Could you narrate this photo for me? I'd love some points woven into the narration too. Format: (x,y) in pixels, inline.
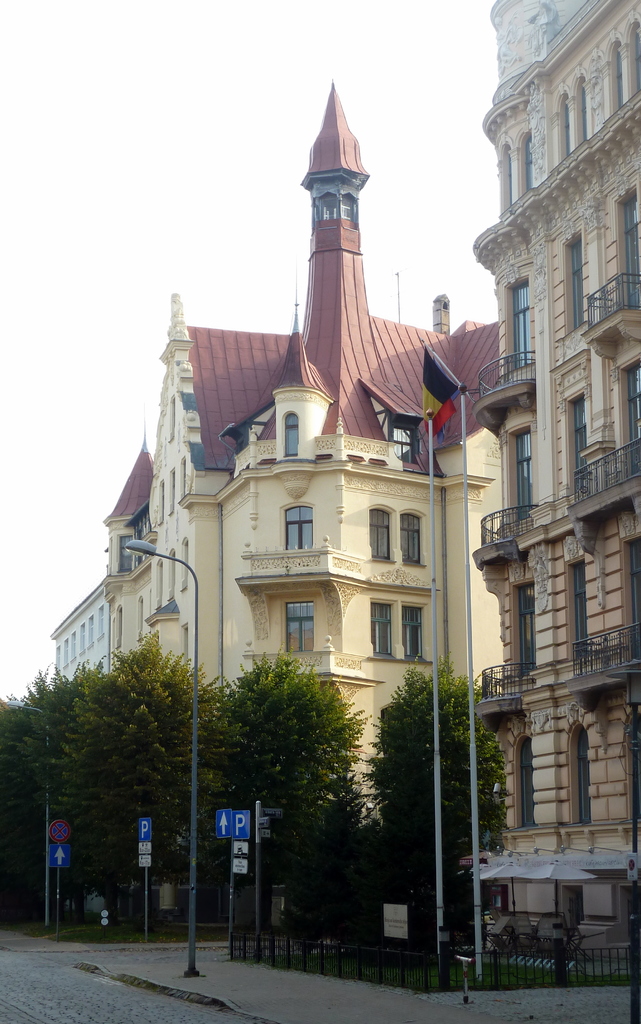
This is an outside view. At the bottom (67,974) there is a road (112,987). On the right side (477,430) there are few buildings (267,528) and trees (127,760). Beside the road (69,1009) there are few light poles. At the top of the image (160,136) I can see the sky (160,121).
